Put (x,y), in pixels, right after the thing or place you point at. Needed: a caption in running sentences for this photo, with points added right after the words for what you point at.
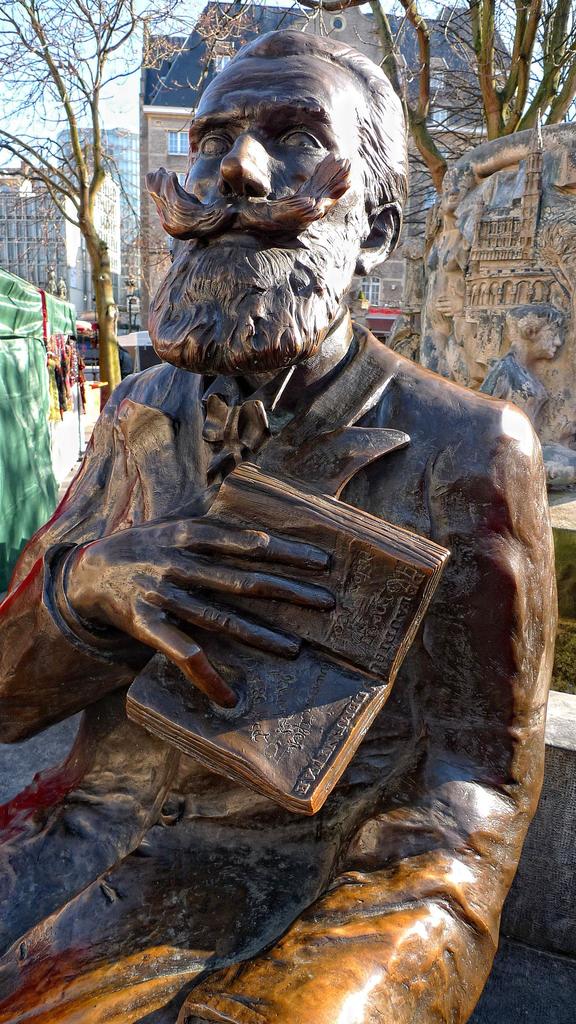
In the center of the image (235,373) a statue (235,373) is there. In the background of the image (82,151) we can see buildings (114,204), trees (420,81), sculpture (540,273) are present.
